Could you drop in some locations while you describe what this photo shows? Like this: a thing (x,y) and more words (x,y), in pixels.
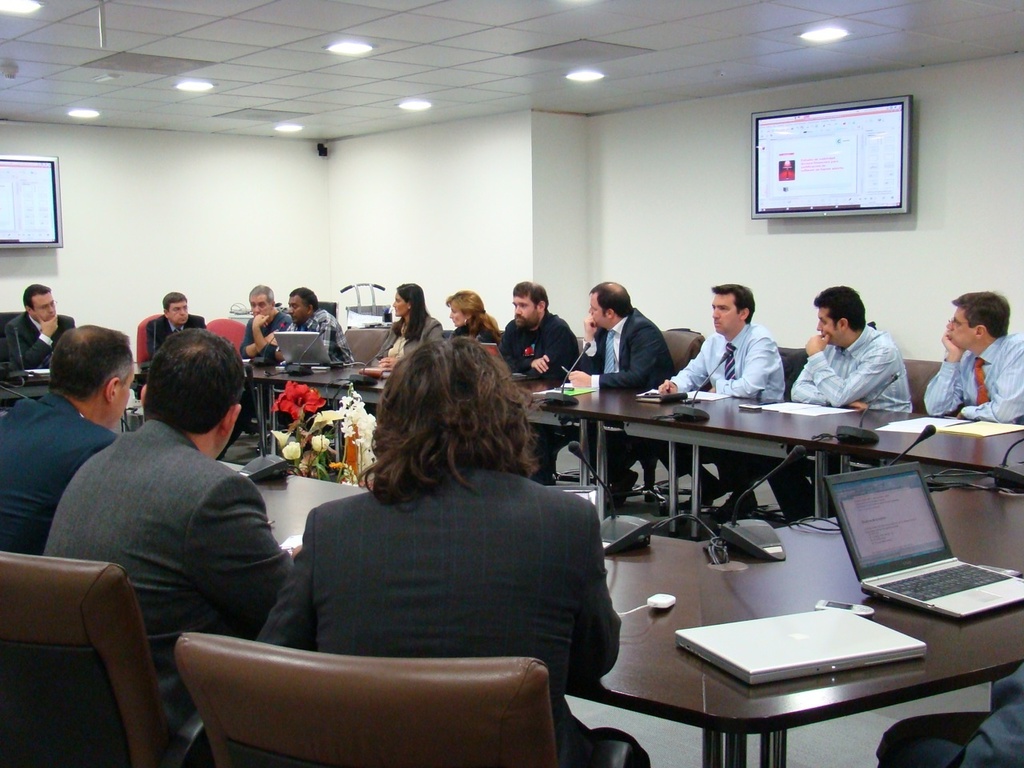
This is a conference room (940,304) where the people (257,344) are sitting on the chairs (658,483) and behind them there are screens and in front of them there are desk (976,625) on which there are some things (898,538) like mike (751,527), laptop (933,598) and between them there is a flower vase (299,451).
